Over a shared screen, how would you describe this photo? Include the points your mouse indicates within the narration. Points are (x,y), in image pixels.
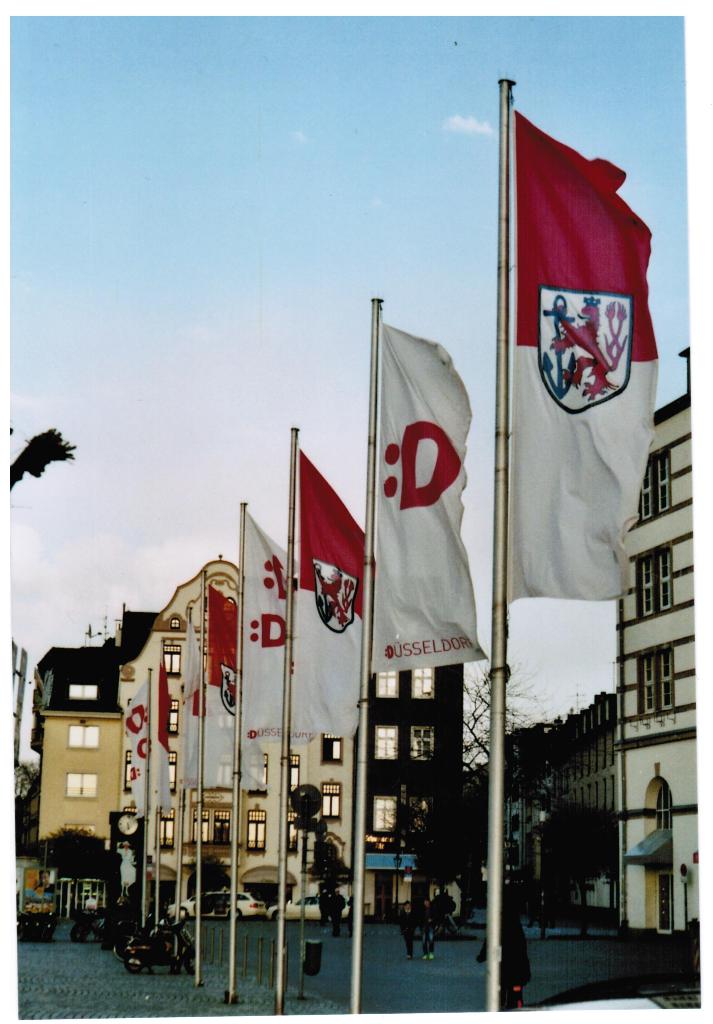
In the picture I can see the flag poles (491,922) on the side of the road (97,981). I can see the motorcycles (175,922) on the bottom left side of the picture (146,921). In the background (307,863), I can see the buildings (455,757) and trees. I can see a few people (421,912) walking on the road (587,968). There are clouds (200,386) in the sky (188,342).
